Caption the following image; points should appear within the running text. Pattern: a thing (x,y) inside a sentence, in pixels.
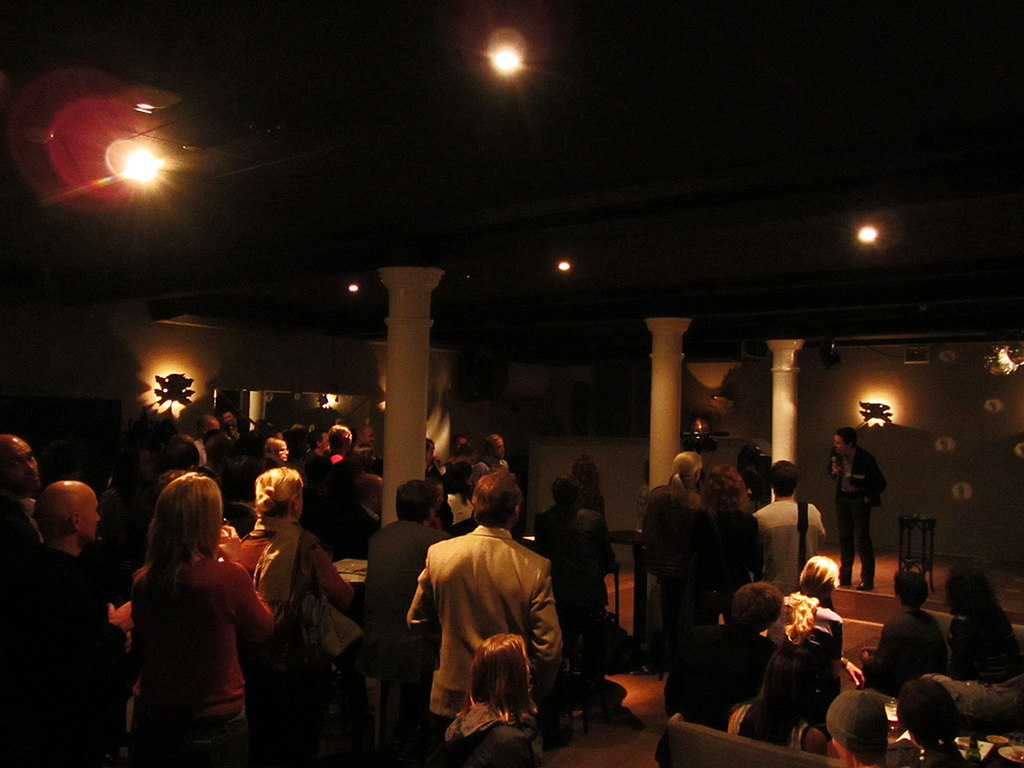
On the right side of the image (842,584) we can see a man (865,513) standing and there is a stool (909,539) next to him, before him there are many people (180,534) standing. At the top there are lights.
